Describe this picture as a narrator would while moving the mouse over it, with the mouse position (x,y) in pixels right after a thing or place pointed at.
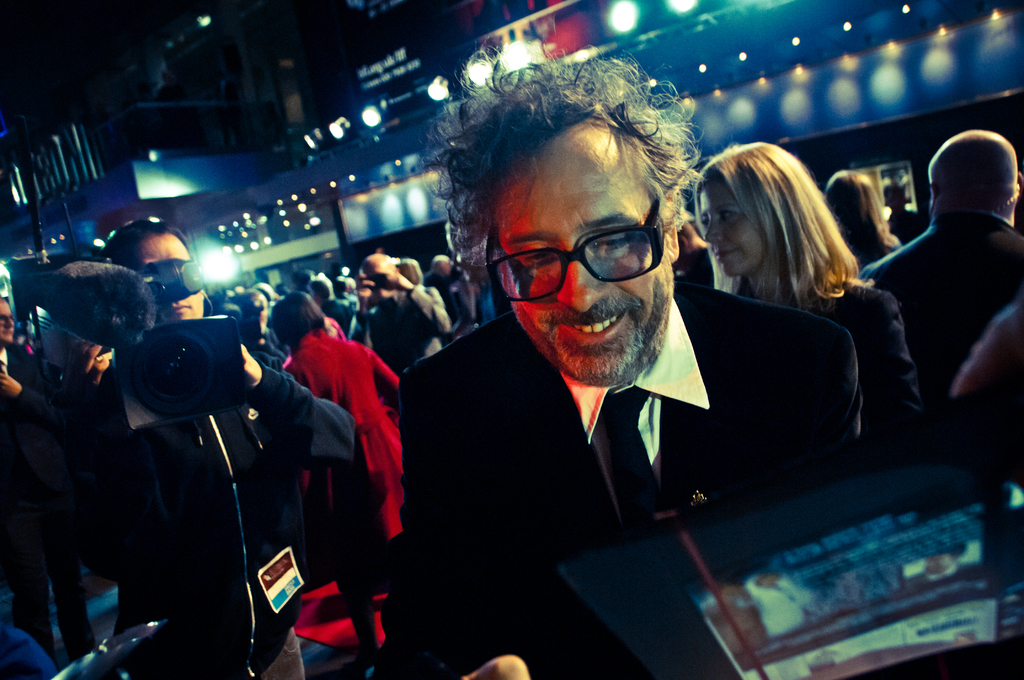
In this image I can see a building (174,179), in front of building (763,94) I can see a crowd (840,390) and a man (188,298) holding a camera (195,337) and this picture is taken during night and on the building (417,59) I can see lights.
